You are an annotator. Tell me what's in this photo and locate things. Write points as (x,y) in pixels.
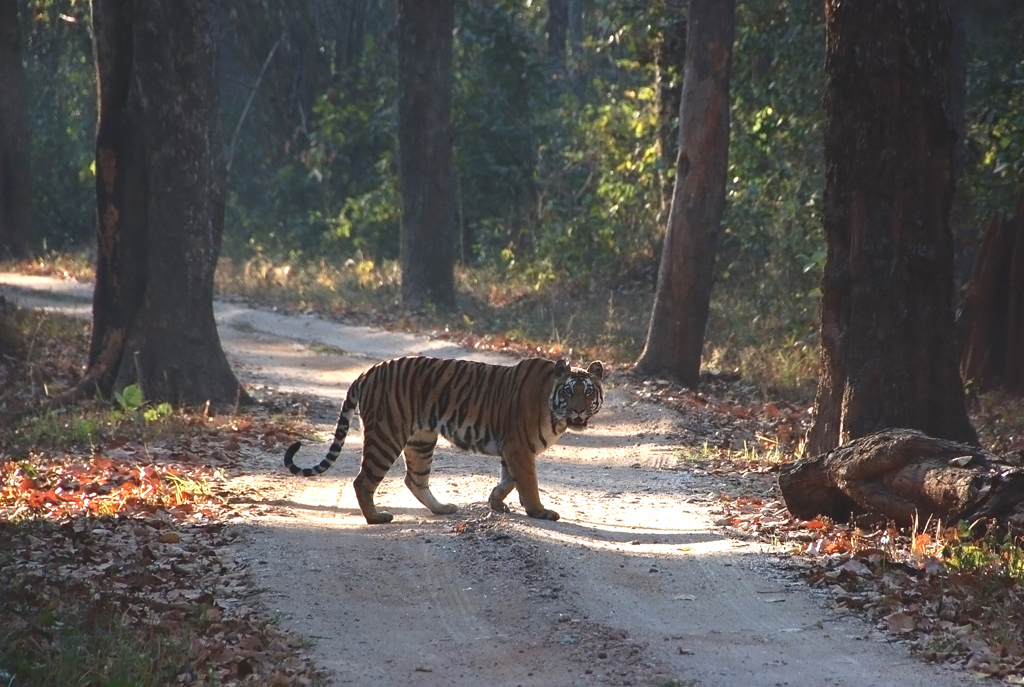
This image is clicked outside. There are trees (533,240) in the middle (662,353). There is a tiger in the middle (559,362).
